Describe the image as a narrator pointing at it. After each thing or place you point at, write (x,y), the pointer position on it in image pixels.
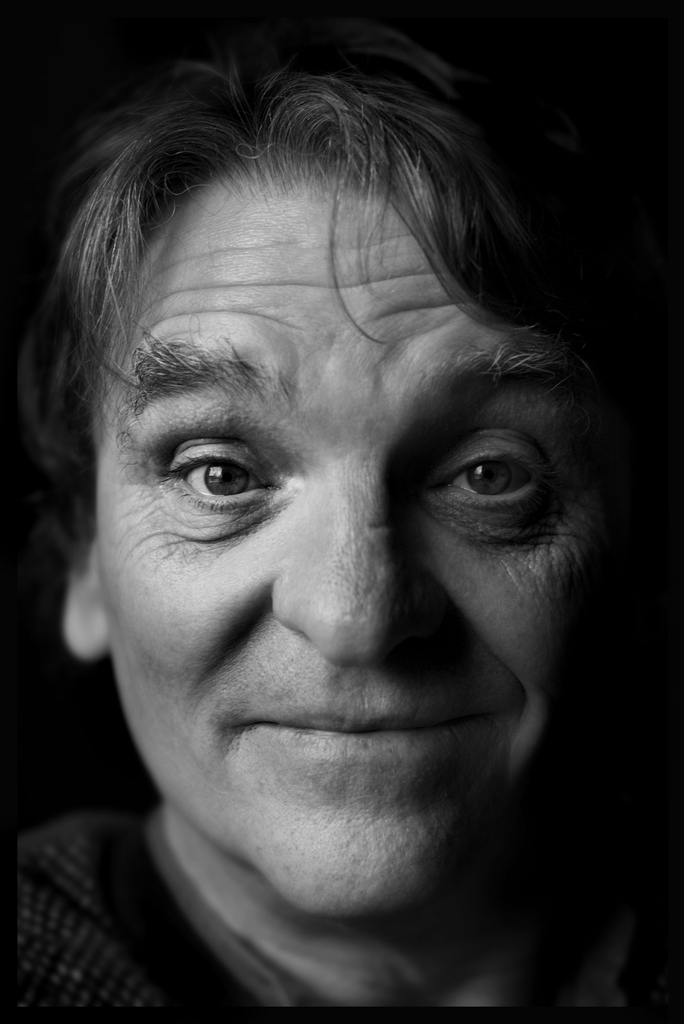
In this picture there is a person's face (100,404). The background (35,51) is black.
